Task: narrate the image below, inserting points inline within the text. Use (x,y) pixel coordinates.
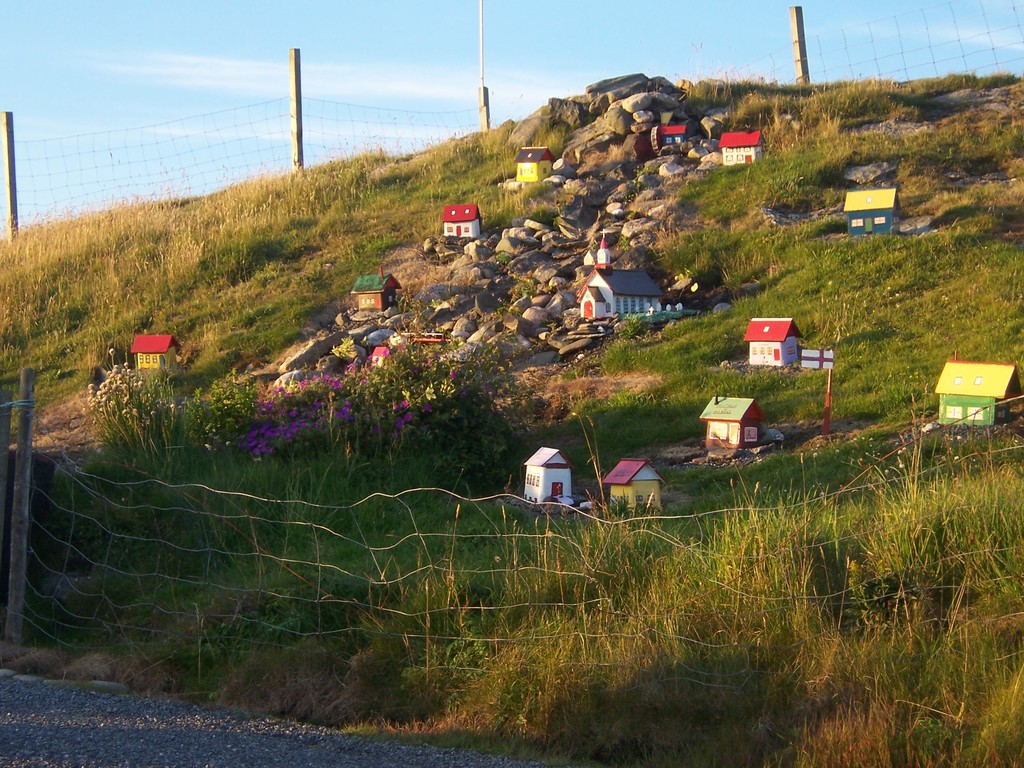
In this image we can see depiction of houses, grass (302,304), stones (483,343). There is fencing (302,572). At the bottom of the image (47,728) there is road (86,697). In the background of the image (358,101) there is sky (286,32).
